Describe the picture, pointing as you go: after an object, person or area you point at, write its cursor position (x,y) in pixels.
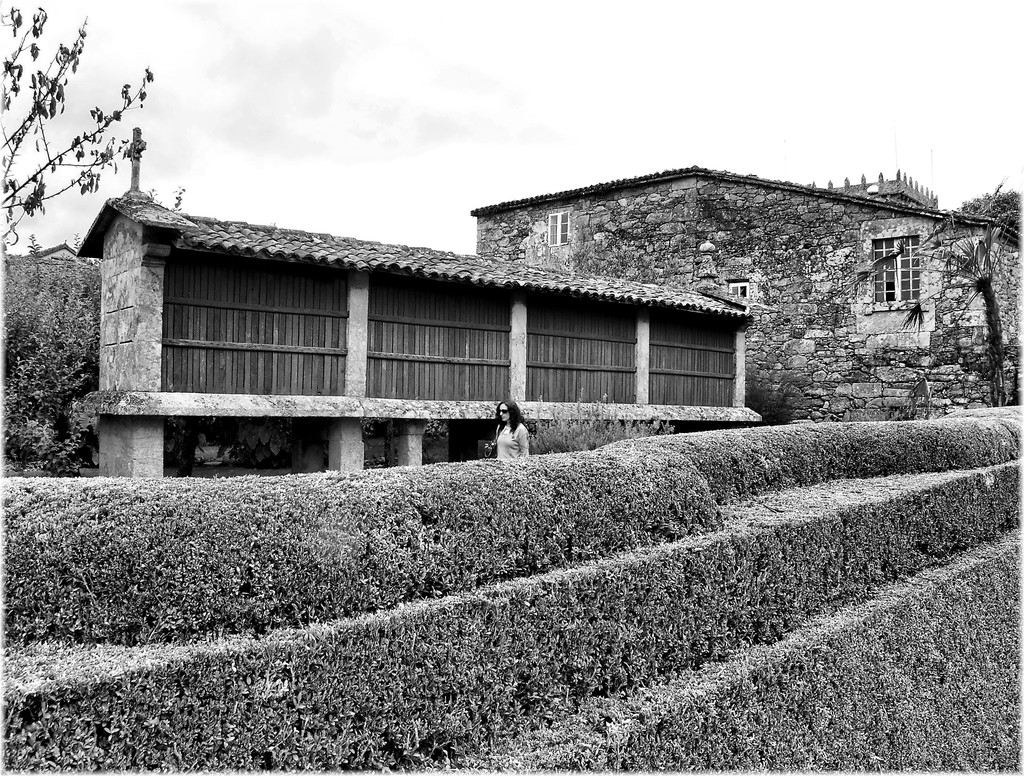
This is the black and white image, in the foreground of this image (606,675), there are plants (586,601) and a woman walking behind it. In the background (735,304), there are two buildings (634,259), a tree (56,88), few plants (76,300), sky (270,82) and the cloud (265,89).
